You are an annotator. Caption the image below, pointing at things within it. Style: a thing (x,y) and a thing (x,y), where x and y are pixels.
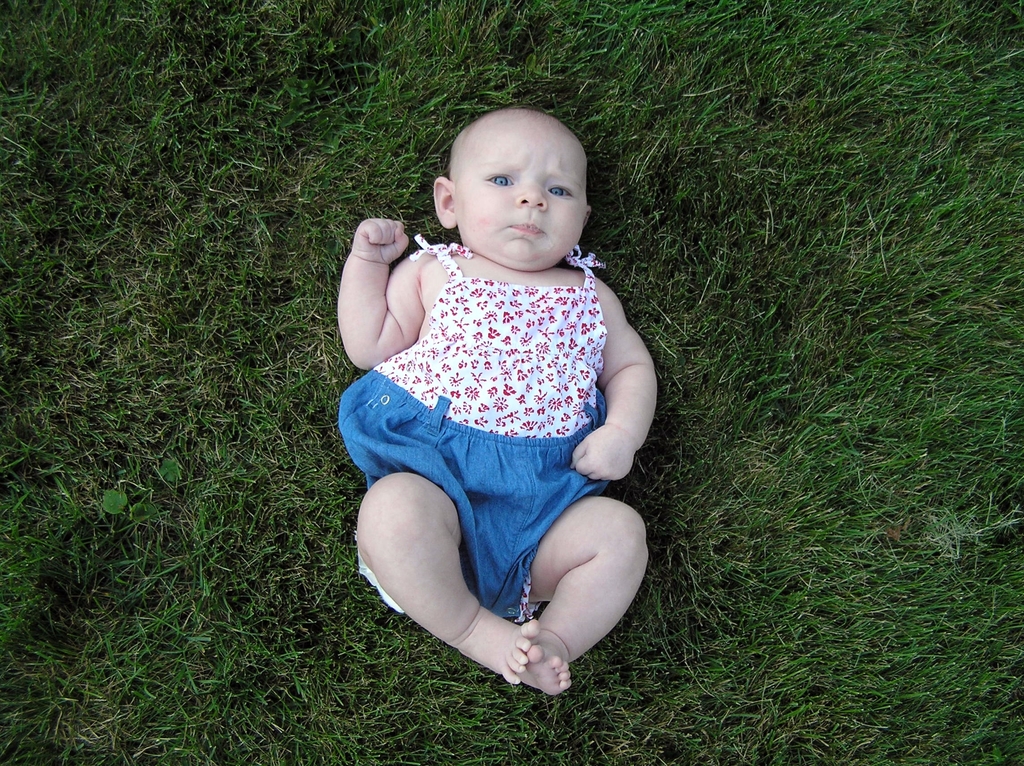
In this image I can see grass (273,407) and here I can see a baby (485,430). I can see this baby (492,377) is wearing white and blue colour dress (480,477).
